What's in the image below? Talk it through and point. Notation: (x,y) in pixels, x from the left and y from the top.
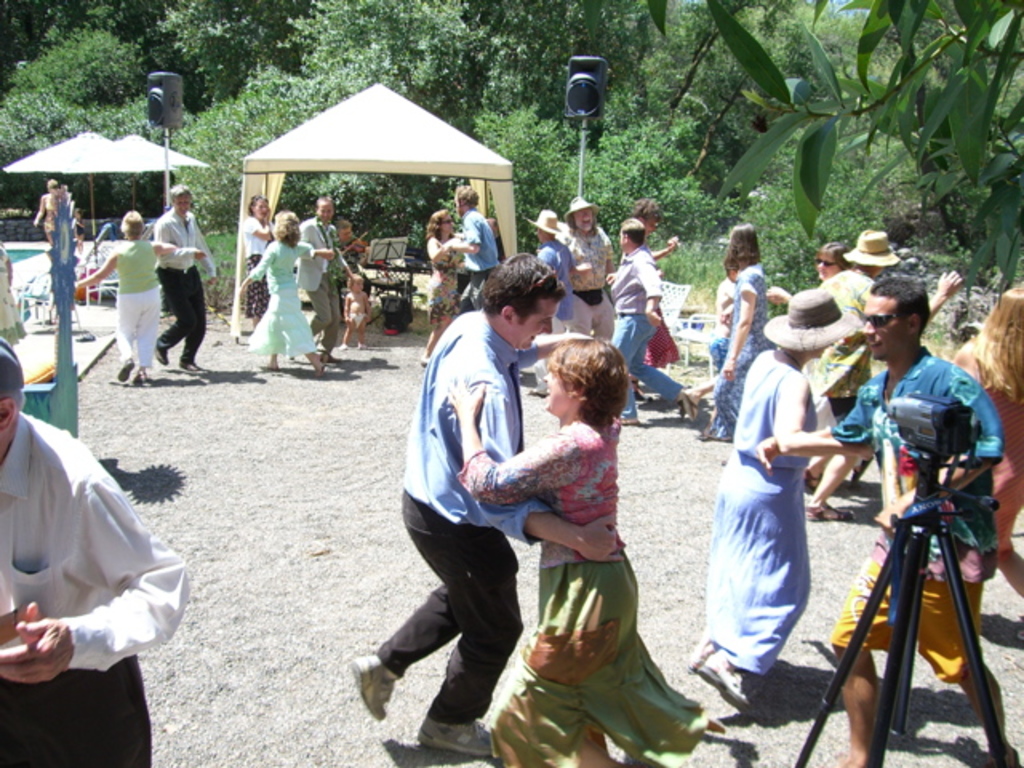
In this image, there are a few people (491,451). We can see the tent (385,151) and some umbrellas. We can also see some chairs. We can see the ground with some objects (71,240). We can also see some trees (206,229). We can see some poles (67,298) and a camera stand (957,613). We can also see some water (41,252) on the left (22,257).
